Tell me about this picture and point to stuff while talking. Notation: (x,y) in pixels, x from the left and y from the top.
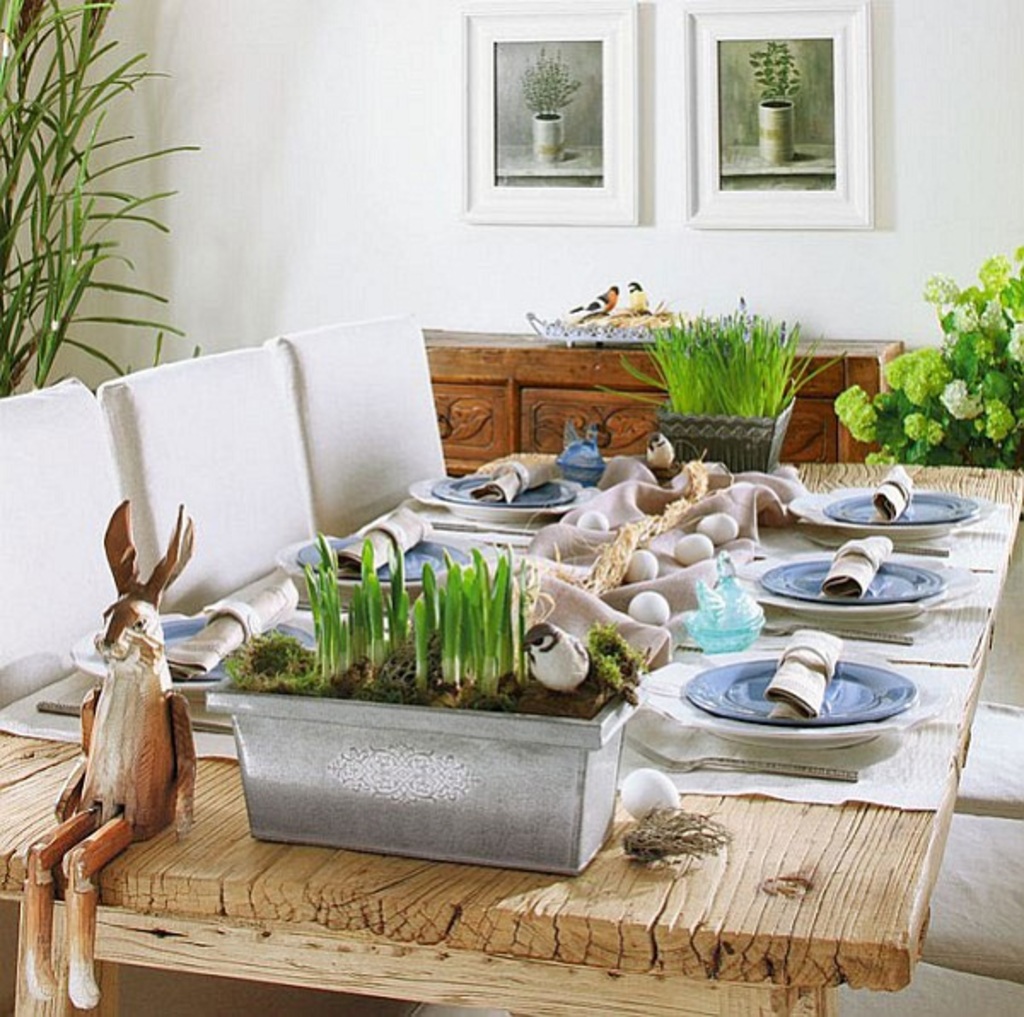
In this image i can see a dining table (834,825) and few chairs (298,498) around it, On the table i can see few plates (854,657), spoons (703,759) and some eggs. In the background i can see few plants (961,368), the wall (244,140) and two photo frames (605,199) attached to it.
